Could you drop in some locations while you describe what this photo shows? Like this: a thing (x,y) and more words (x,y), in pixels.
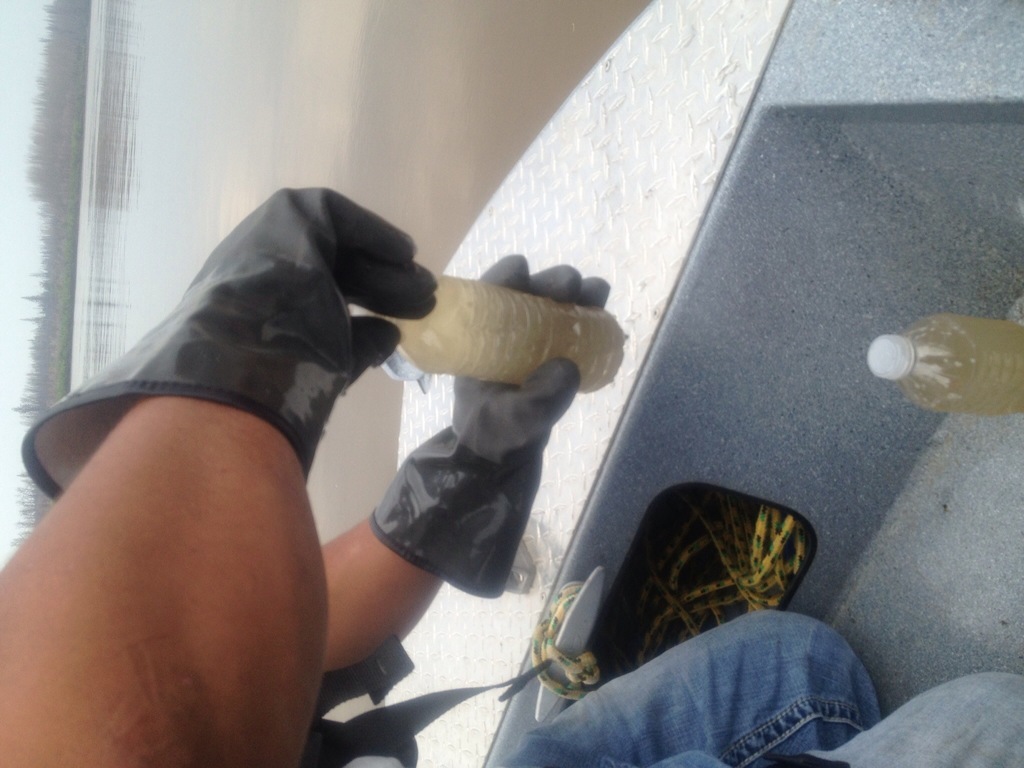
In the image there is a person (37,624) sitting inside a boat (700,107) with black gloves (271,386) holding water bottle (604,365) and in the back (53,348) there are trees (44,199) in front of the pond (112,273), this is a vertical image.
